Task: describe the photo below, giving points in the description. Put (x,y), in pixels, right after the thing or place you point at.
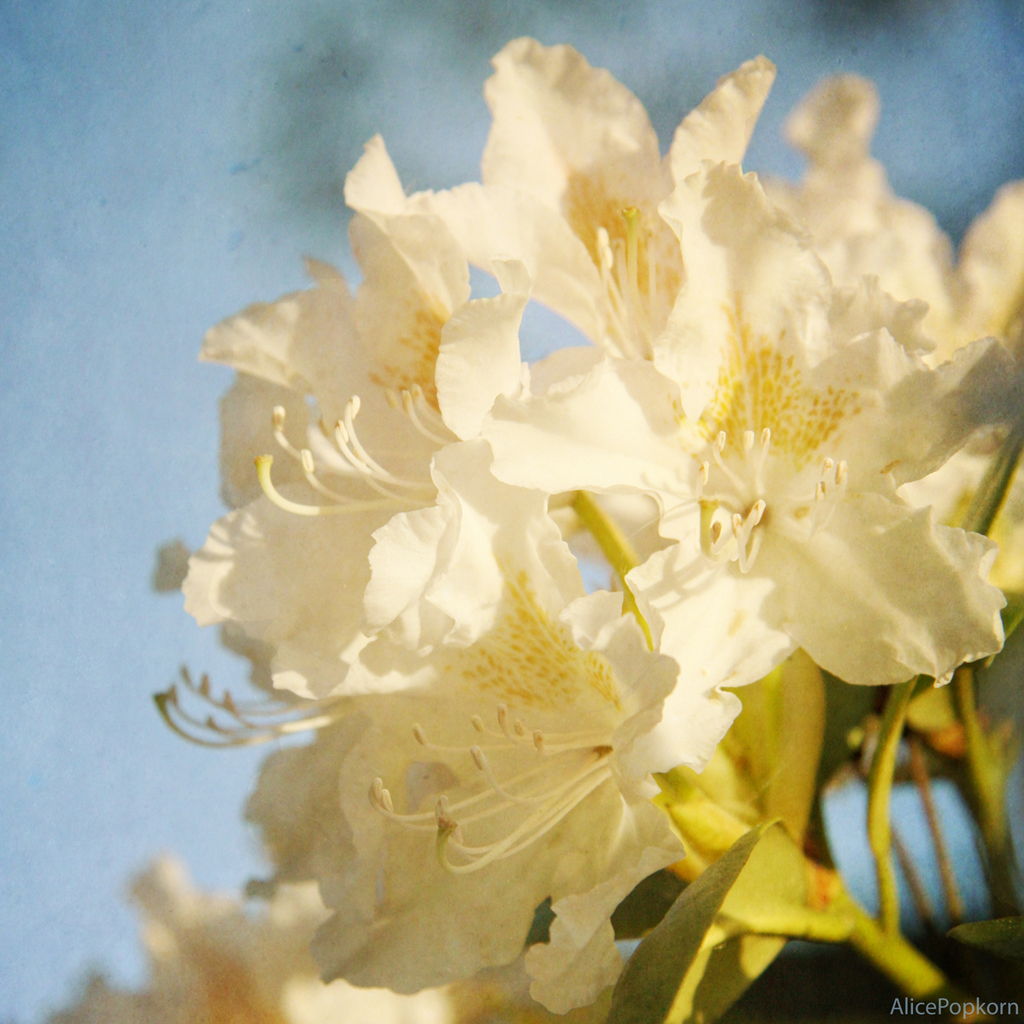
In this image we can see white flowers (568,669) on stems (841,931). In the background (138,365) it is blur. In the right bottom corner (949,1009) something is written.
